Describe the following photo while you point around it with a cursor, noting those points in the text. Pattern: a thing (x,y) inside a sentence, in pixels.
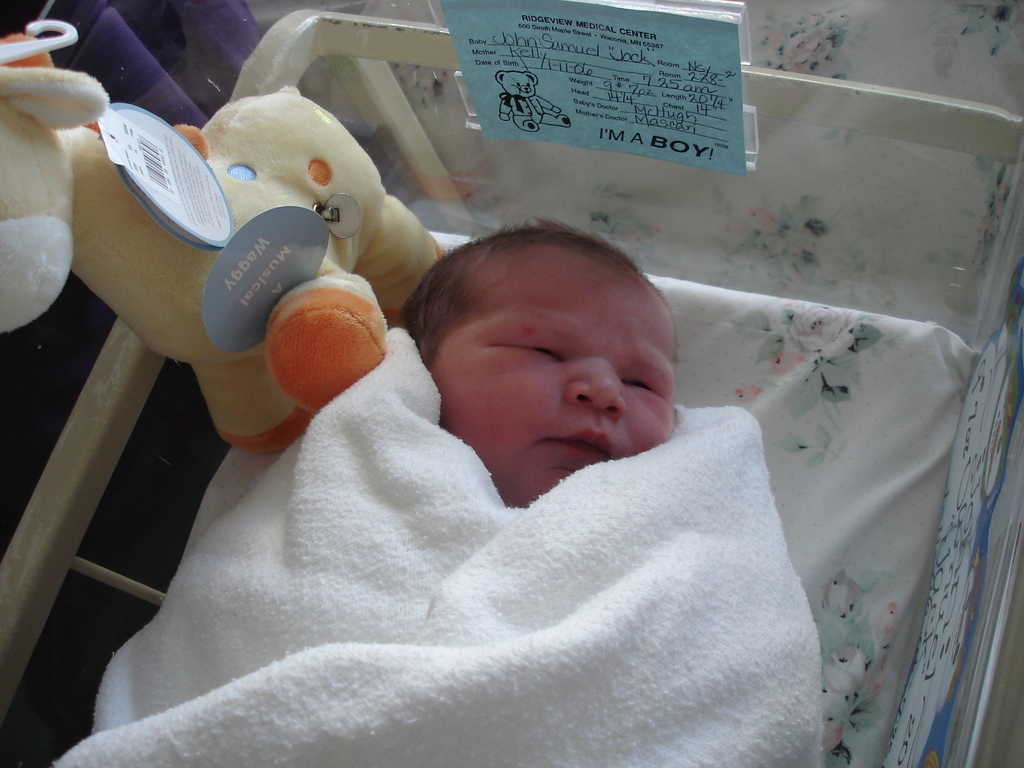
In the image there is an infant (630,365) sleeping in a cradle (193,462), there is a toy (184,315) kept beside the infant (372,640), he is wrapped in a towel (624,619).
